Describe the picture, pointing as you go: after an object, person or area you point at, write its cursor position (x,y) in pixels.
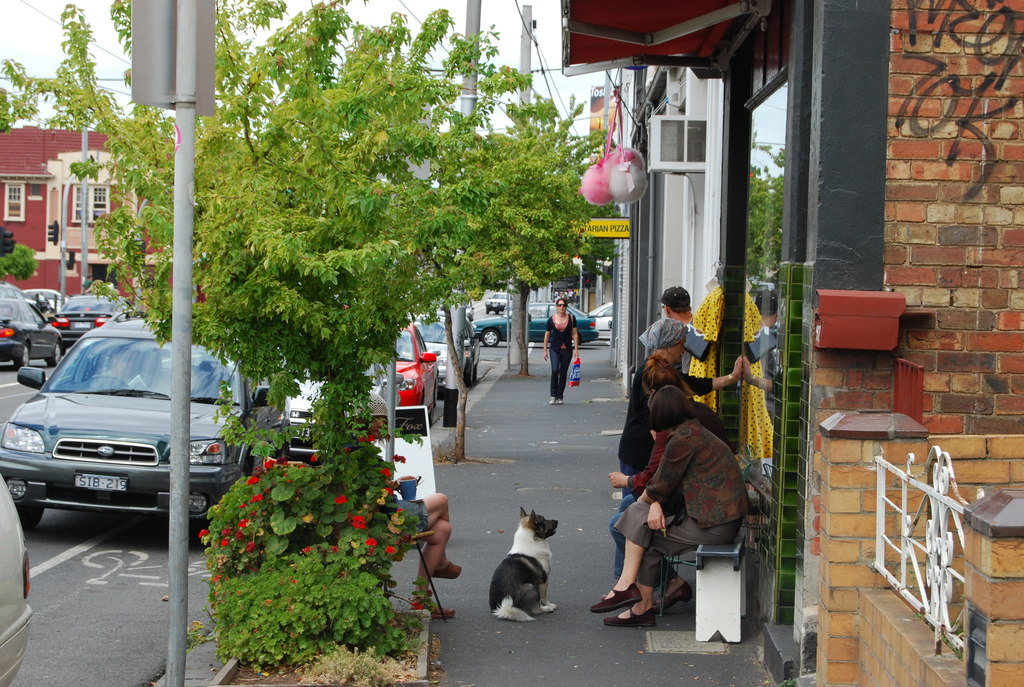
In this image we can see a building (750,251) and some balloons (598,201) tied to its roof (592,63). We can see some people (647,603) sitting beside that house (631,335), a woman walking on the footpath (580,434) and a dog (527,594). On the left side (297,596) we can see some plants (294,616), vehicles (64,305) on the road (107,570), traffic lights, a building (50,189) with some windows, pole (179,98) with a board (143,100), wires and the sky (54,78).
